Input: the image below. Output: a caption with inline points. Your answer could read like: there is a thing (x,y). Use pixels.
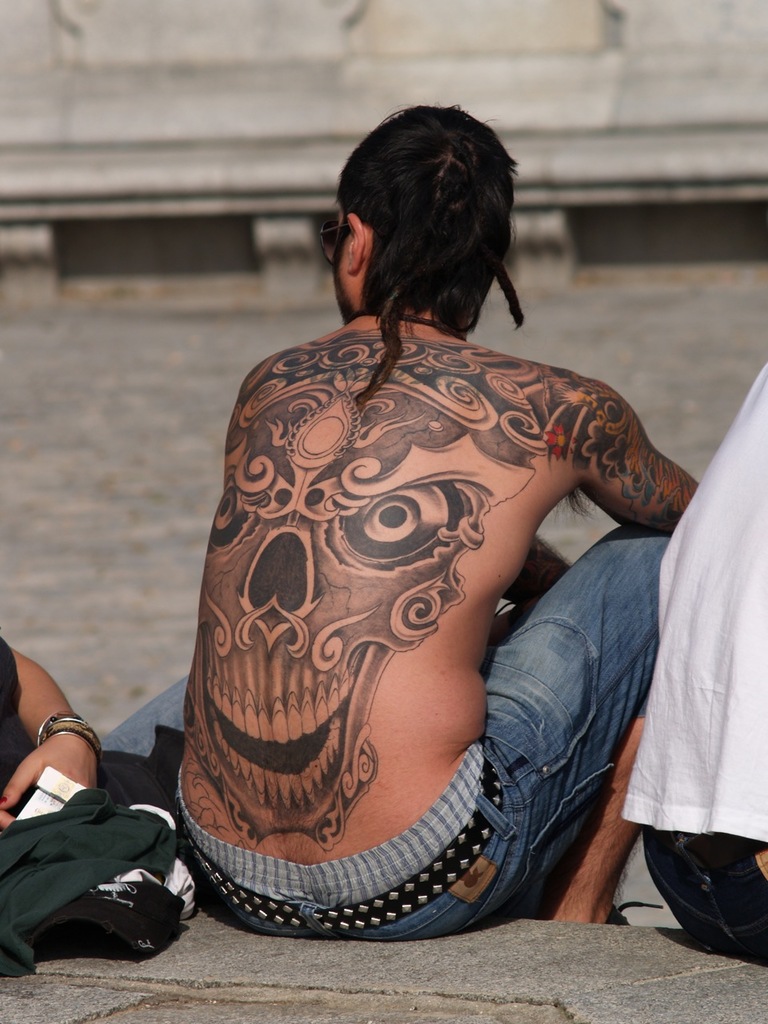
In this image few persons (288,893) are sitting on the floor (443,972). Person (357,642) at the middle of the image (284,520) is having a tattoo (359,625) on his back (481,587). There are few clothes (92,888) on the floor (186,973). Before them there is ground (214,469). Behind there is a bridge (423,88).
